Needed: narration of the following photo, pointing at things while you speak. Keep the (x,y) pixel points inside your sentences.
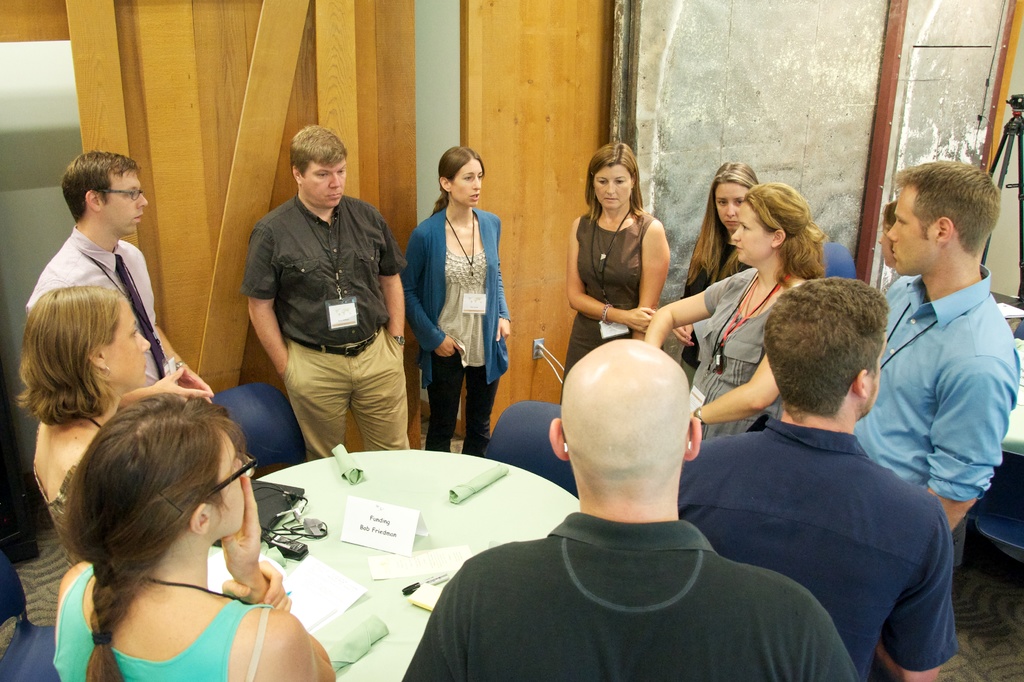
In this picture, we see the people (152,458) are standing around the table (390,615). Beside them, we see the chairs (296,459). We see a laptop (266,515), cables (323,526), papers (326,569), name board (350,535) and a pen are placed on the table (360,556). In the background (399,138), we see a wooden wall (377,101) and a glass (732,84). On the right side (1019,177), we see a stand (1020,253) and a table (1013,419).
